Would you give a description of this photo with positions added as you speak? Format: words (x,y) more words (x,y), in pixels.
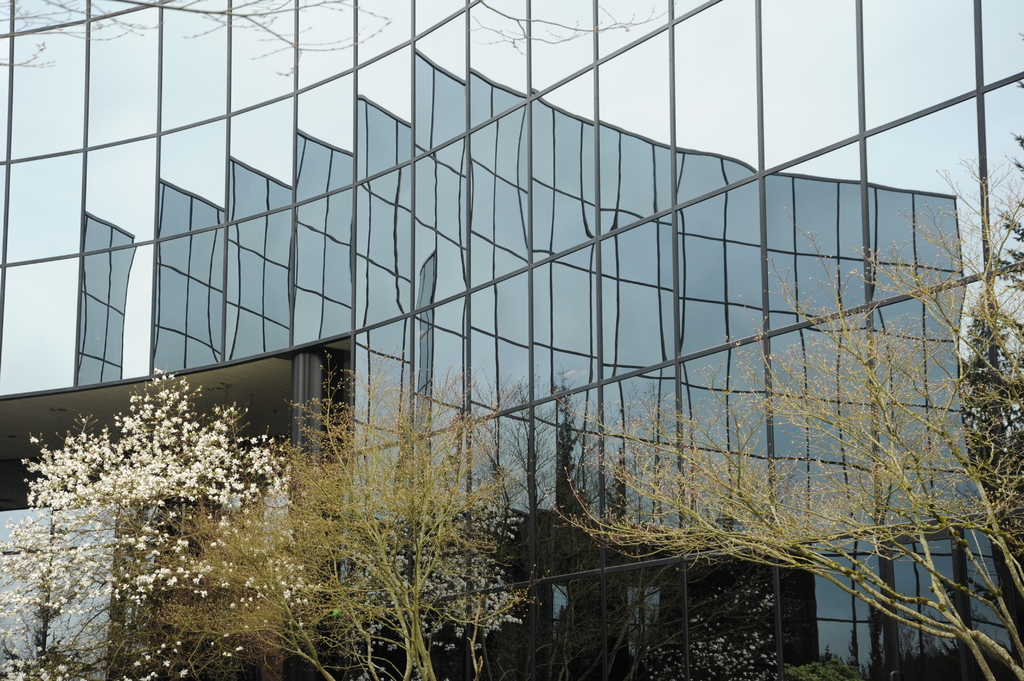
In the picture I can see framed glass wall (478,311), trees (522,604), a building (493,377) and the sky (747,81).
